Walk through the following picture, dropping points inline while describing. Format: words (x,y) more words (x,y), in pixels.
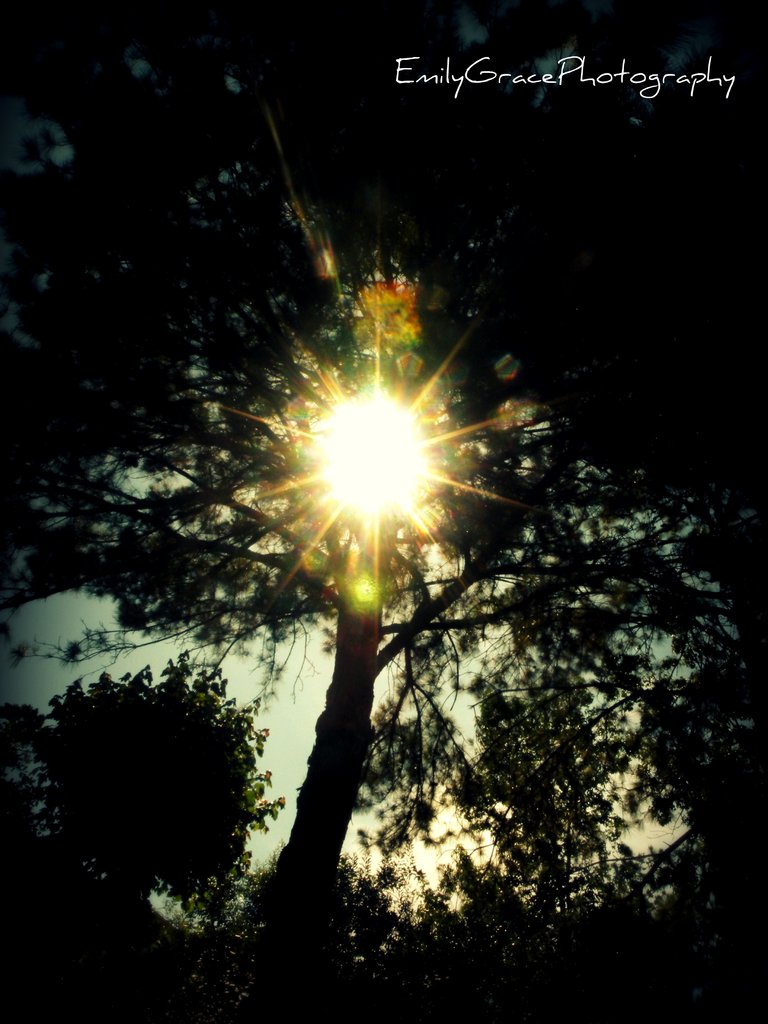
In this image I can see trees (288,575). There is sunlight (291,494) and there is sky (452,822) in the background (449,808).
